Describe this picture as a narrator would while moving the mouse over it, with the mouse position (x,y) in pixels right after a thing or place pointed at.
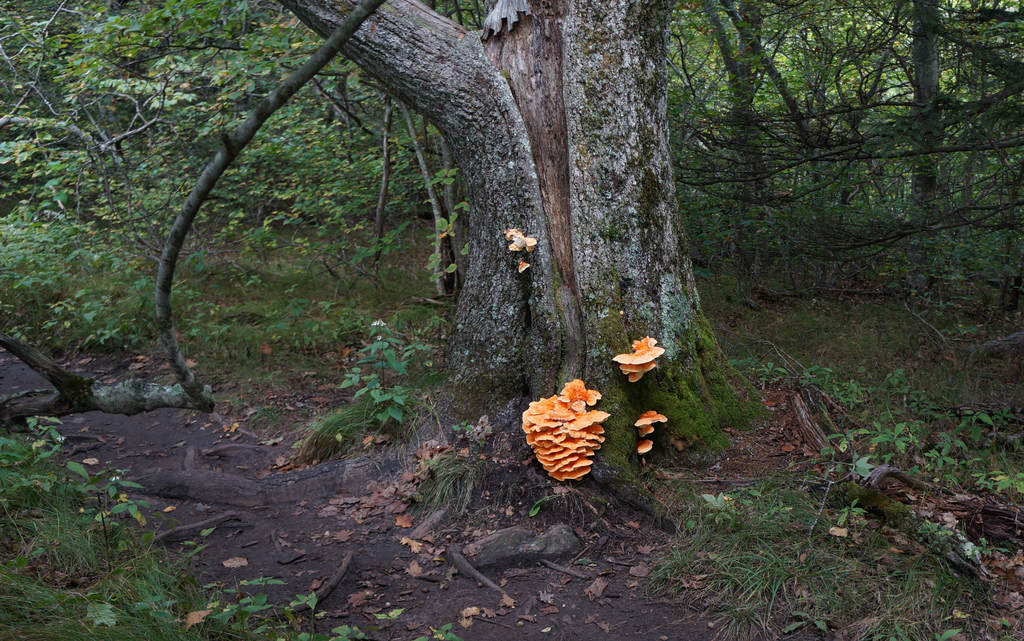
In the image there is fungus mould (565,415) to tree (562,214) along with algae (702,441) to its stem (561,364) on the land (421,606), there are many plants (378,329) and trees (563,157) all over the place.
